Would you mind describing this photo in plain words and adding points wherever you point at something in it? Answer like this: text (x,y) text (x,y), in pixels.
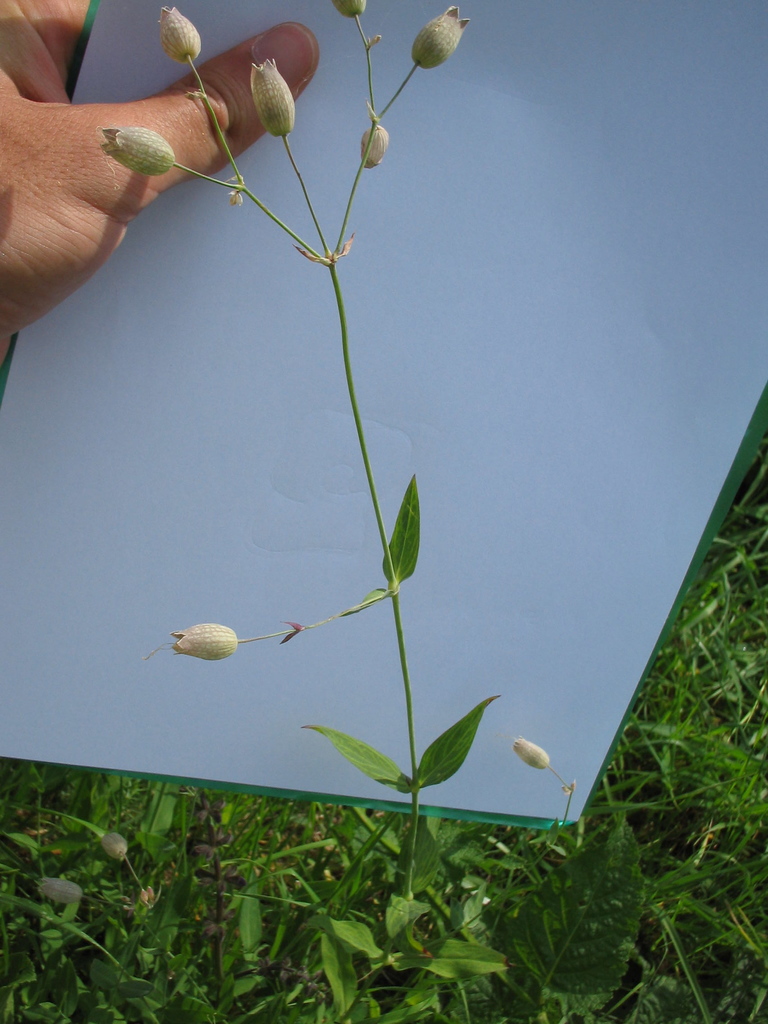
In the center of the image (414,504) we can see a plant (459,951) and flowers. In the background of the image (703,773) we can see the grass (470,851) and a person (5,296) is holding a paper (250,582).
